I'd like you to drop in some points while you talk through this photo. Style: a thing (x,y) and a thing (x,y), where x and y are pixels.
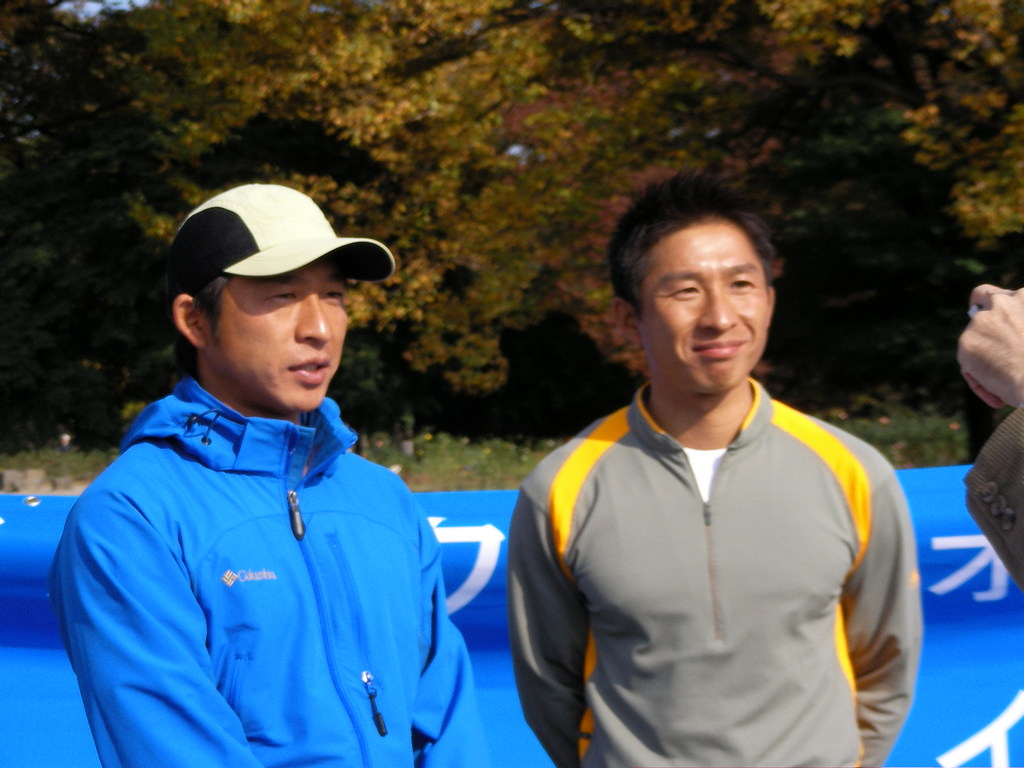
In this picture there are people (425,558) standing, behind these people (516,537) we can see banner (488,611). In the background of the image (456,201) we can see grass (417,458) and trees (414,423).
